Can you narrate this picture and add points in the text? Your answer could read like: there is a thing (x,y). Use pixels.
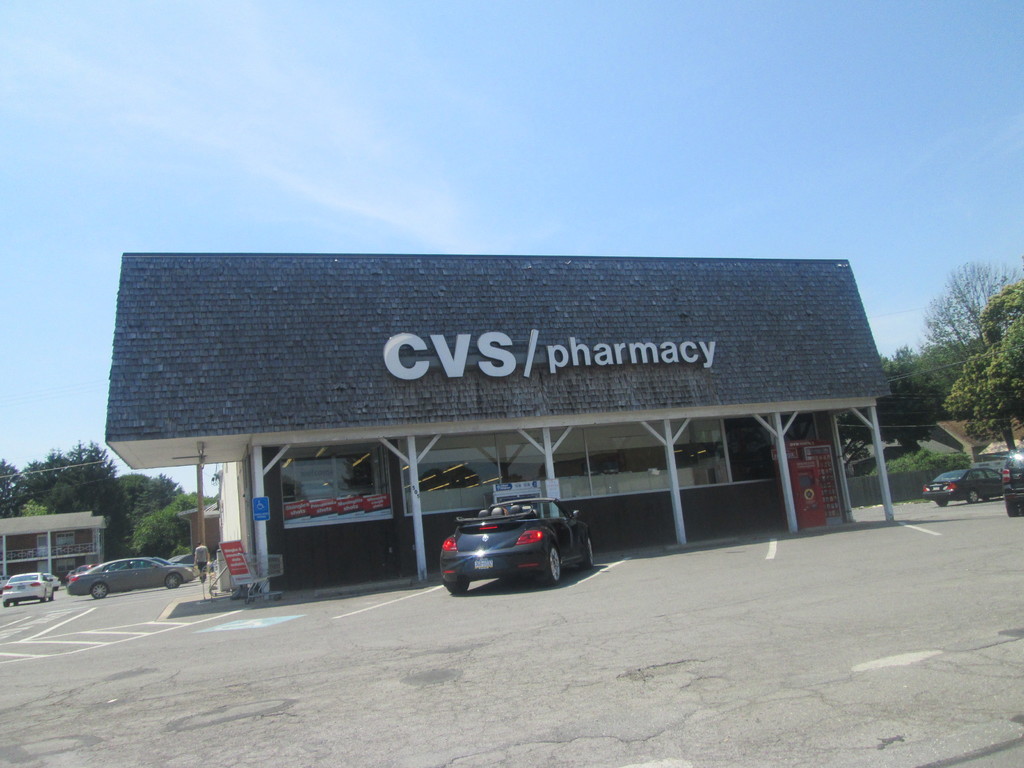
Here there is a vehicle (461,586) on the road (511,618) at the building (570,417) and we can also see poles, hoarding (231,556), glass door (459,472) and text (498,372) written on the wall (653,337). In the background (55,454) there are vehicles (181,557) on the road (2,633), buildings (16,572), trees (944,377) and sky (882,295).
